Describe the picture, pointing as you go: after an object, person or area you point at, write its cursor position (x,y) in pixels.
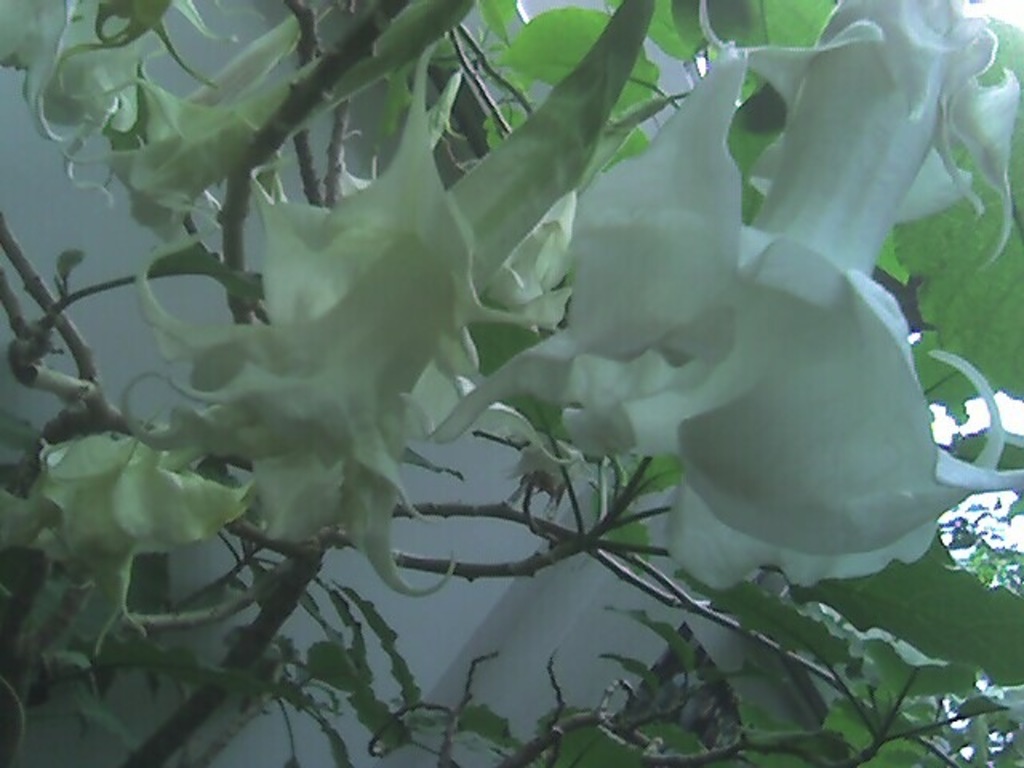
In this image, we can see there are plants (933,690) having flowers (302,508) and leaves (1002,601). In the background (124,702), there is a white wall (515,685) and there is sky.
